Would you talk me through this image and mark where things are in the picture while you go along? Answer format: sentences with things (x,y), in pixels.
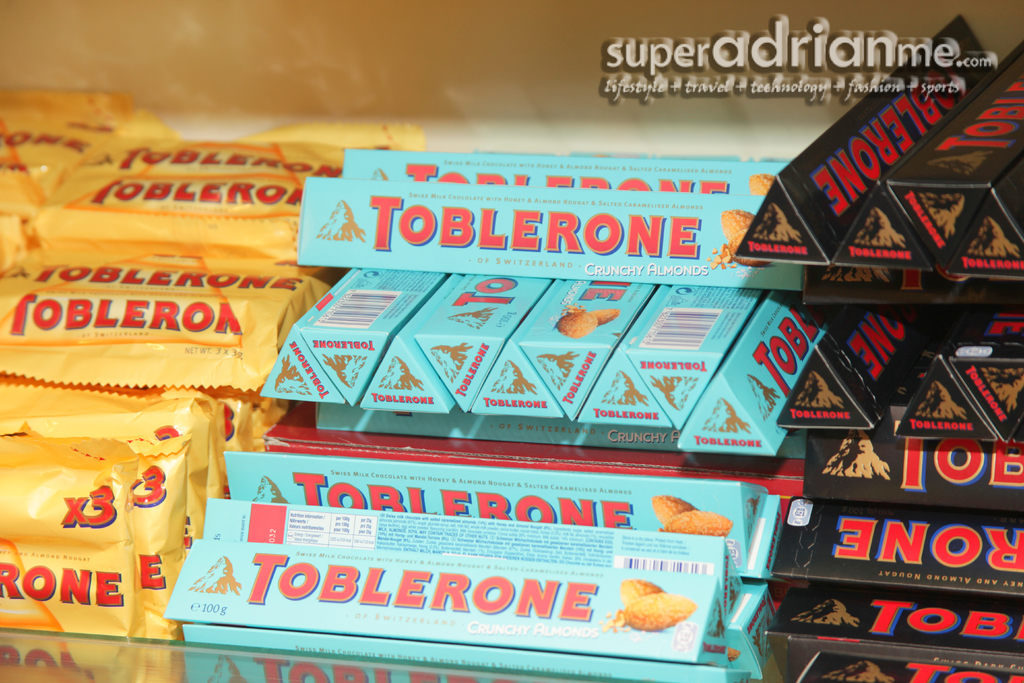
In this picture we can see packets (182,334), boxes (360,405) on a glass platform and in the background (404,83) we can see the wall (454,45) and in the top right corner (875,43) we can see some text (815,81).
